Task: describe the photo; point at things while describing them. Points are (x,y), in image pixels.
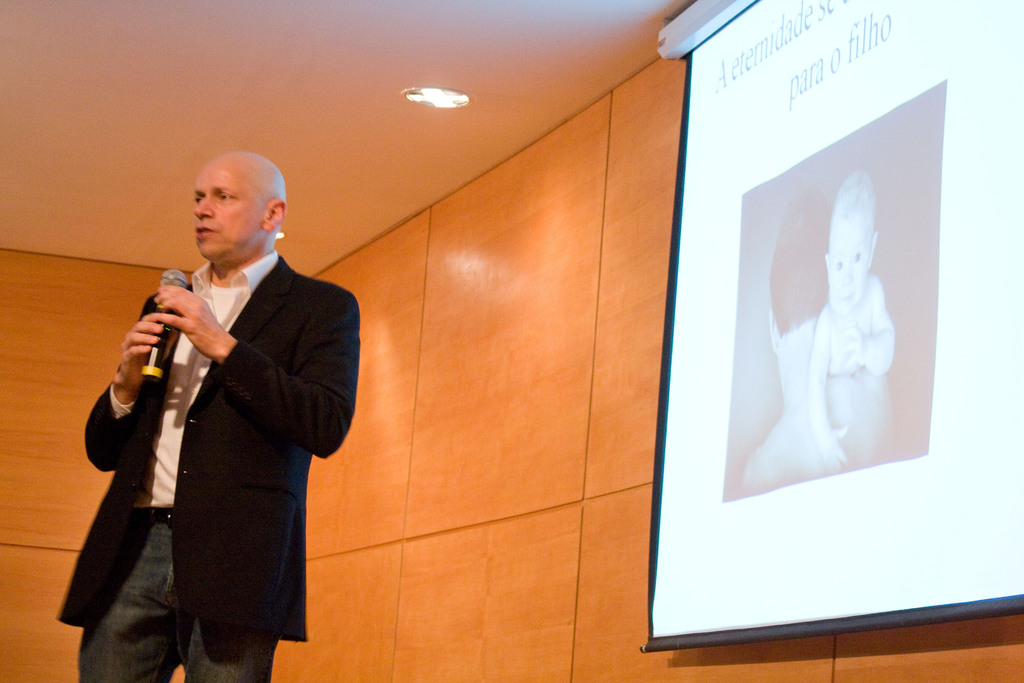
In this image, we can see a person (220,431) is holding a microphone (168,333) and standing. Background (563,532) there is a wall (474,511). On the right side (779,476), we can see a screen (825,413). Here we can see a picture (777,229) and text (772,37). In this picture (840,186), we can see a person (795,366) and baby (863,275). Top of the image (87,208), we can see a ceiling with light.
